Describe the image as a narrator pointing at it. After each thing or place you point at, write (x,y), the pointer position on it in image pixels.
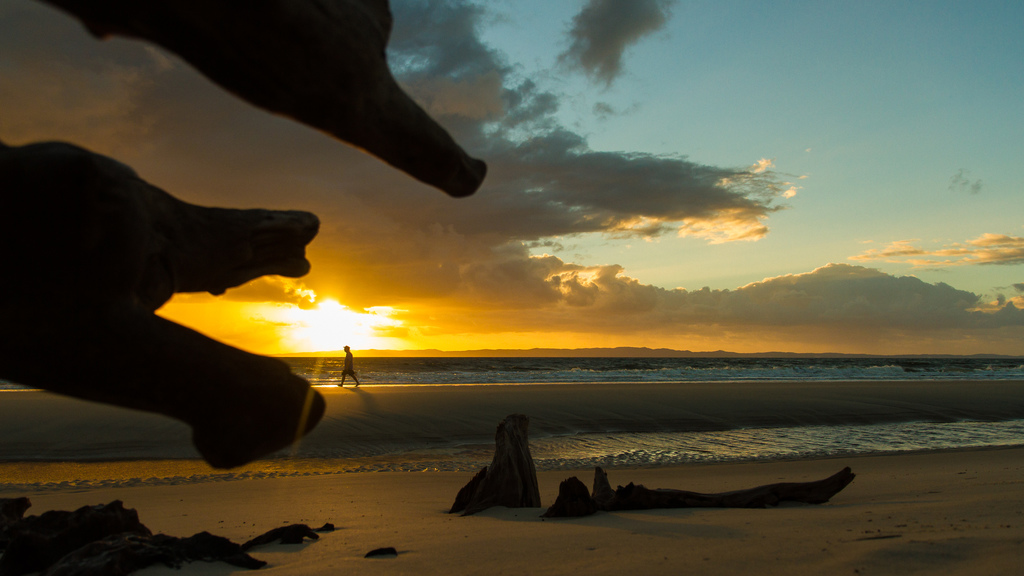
In this picture I can observe driftwood (676,497) in the middle of the picture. On the left side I can observe a person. In the background (362,361) there is an ocean (635,367) and some clouds (604,282) in the sky (571,221).
